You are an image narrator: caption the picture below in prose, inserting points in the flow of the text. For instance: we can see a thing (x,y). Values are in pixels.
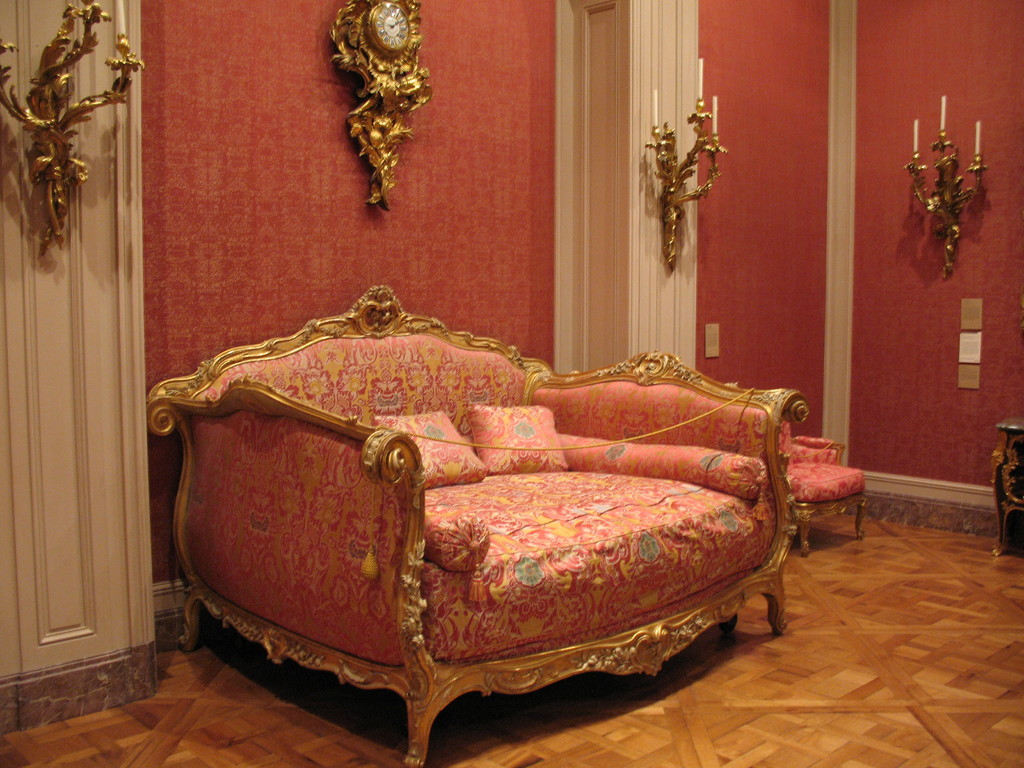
This is sofa (616,424) and there are pillows (437,450). On the background (352,254) there is a wall (719,64) and this is door (45,429). There is a chair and this is floor (896,661).
